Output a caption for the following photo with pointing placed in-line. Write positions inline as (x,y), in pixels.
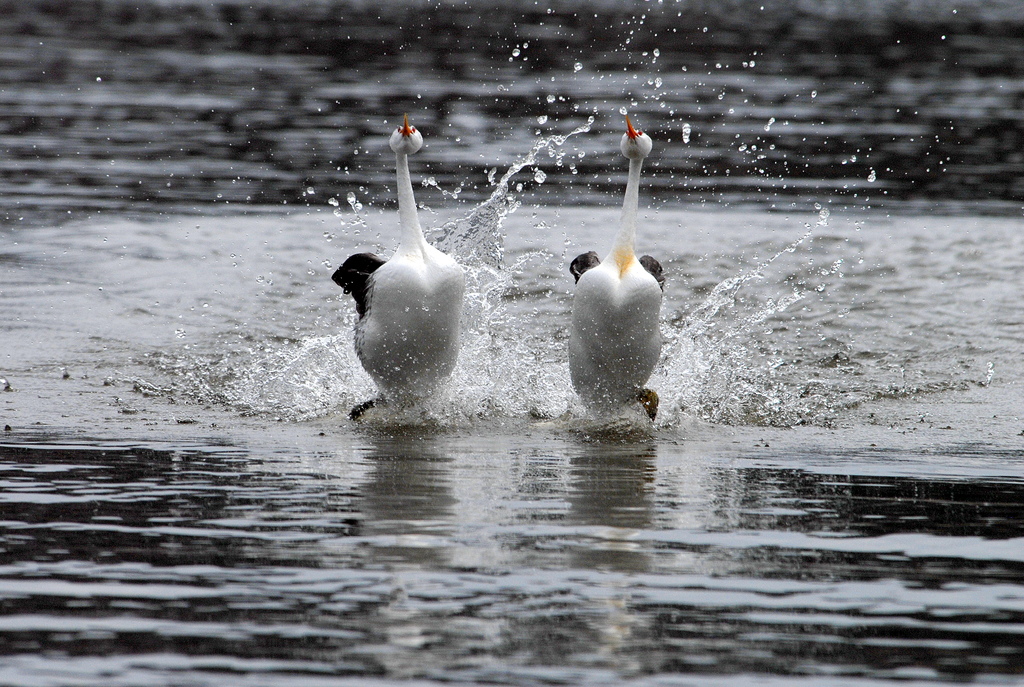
In this image we can see birds (579,315) are running on the water (334,572).
